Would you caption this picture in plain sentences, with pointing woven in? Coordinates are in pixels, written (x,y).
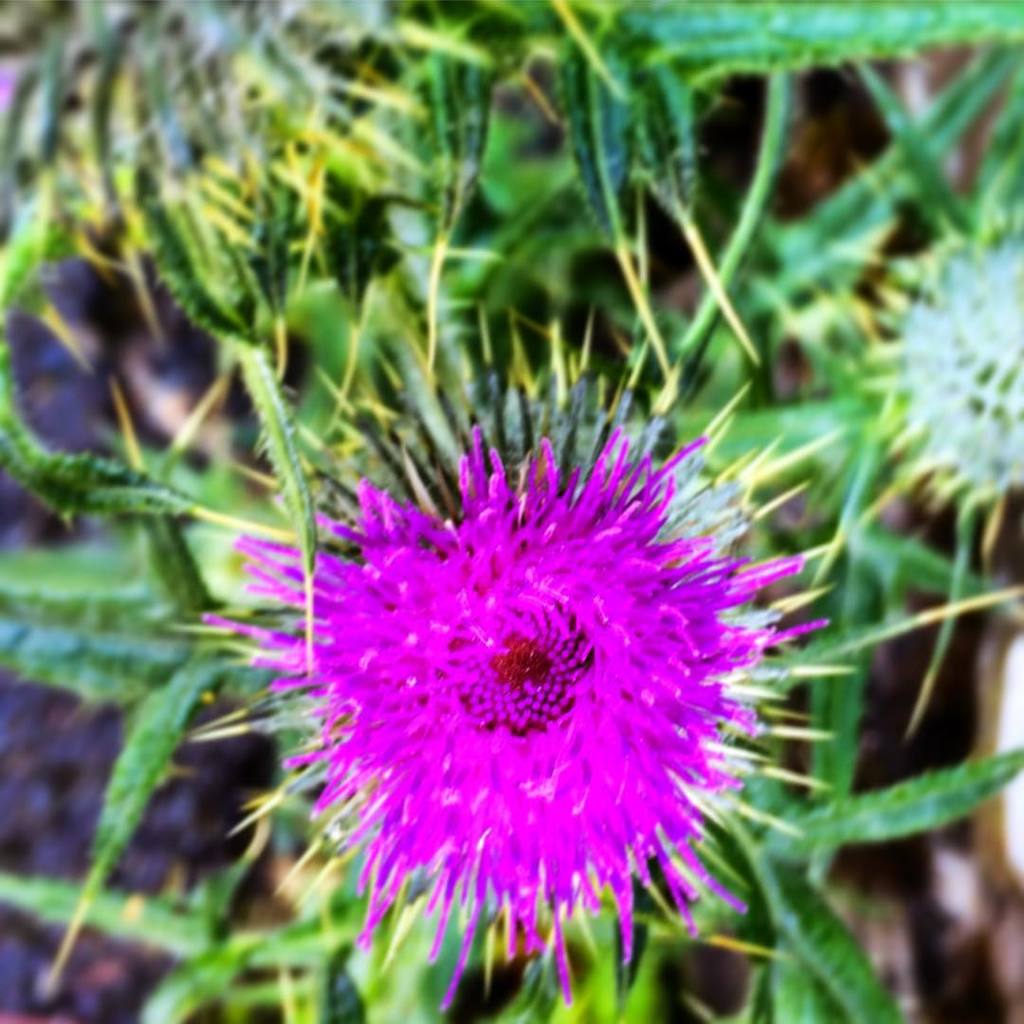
In this image we can see the purple color flower (645,648). The background of the image (183,990) is slightly blurred, where we can see plants (84,178).
